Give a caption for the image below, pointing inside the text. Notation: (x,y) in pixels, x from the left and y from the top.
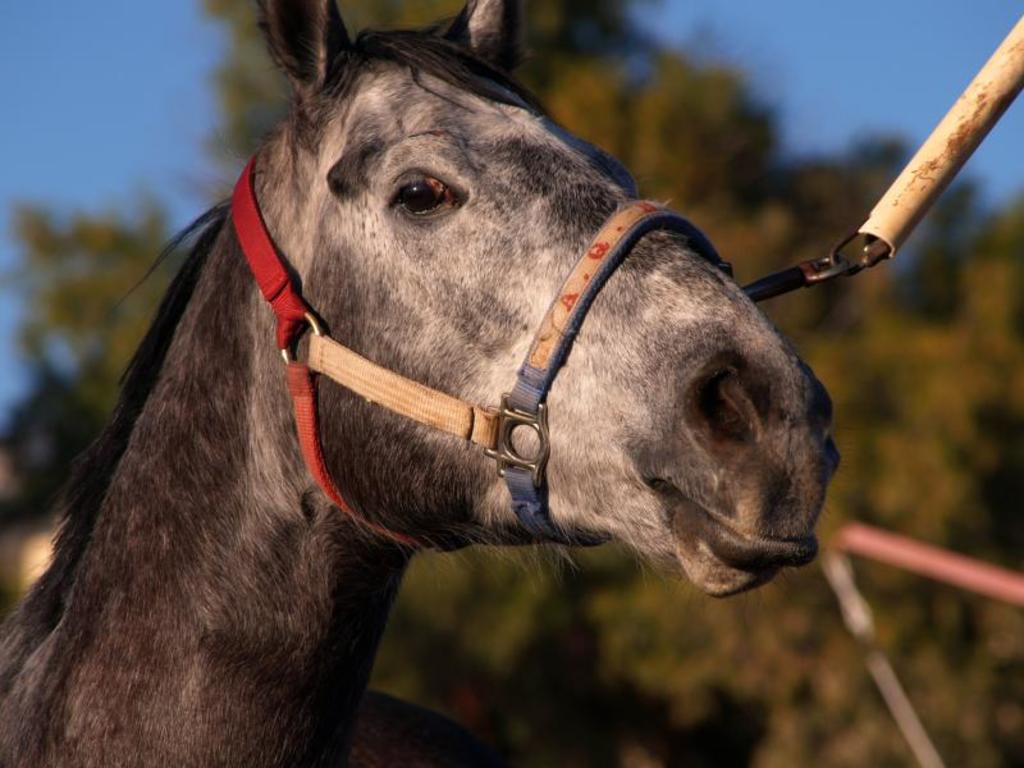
Here I can see an animal (375,420) which is facing towards the right side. In the background (941,425) there are some trees (753,191). At the top of the image (115,84) I can see the sky (68,66).
